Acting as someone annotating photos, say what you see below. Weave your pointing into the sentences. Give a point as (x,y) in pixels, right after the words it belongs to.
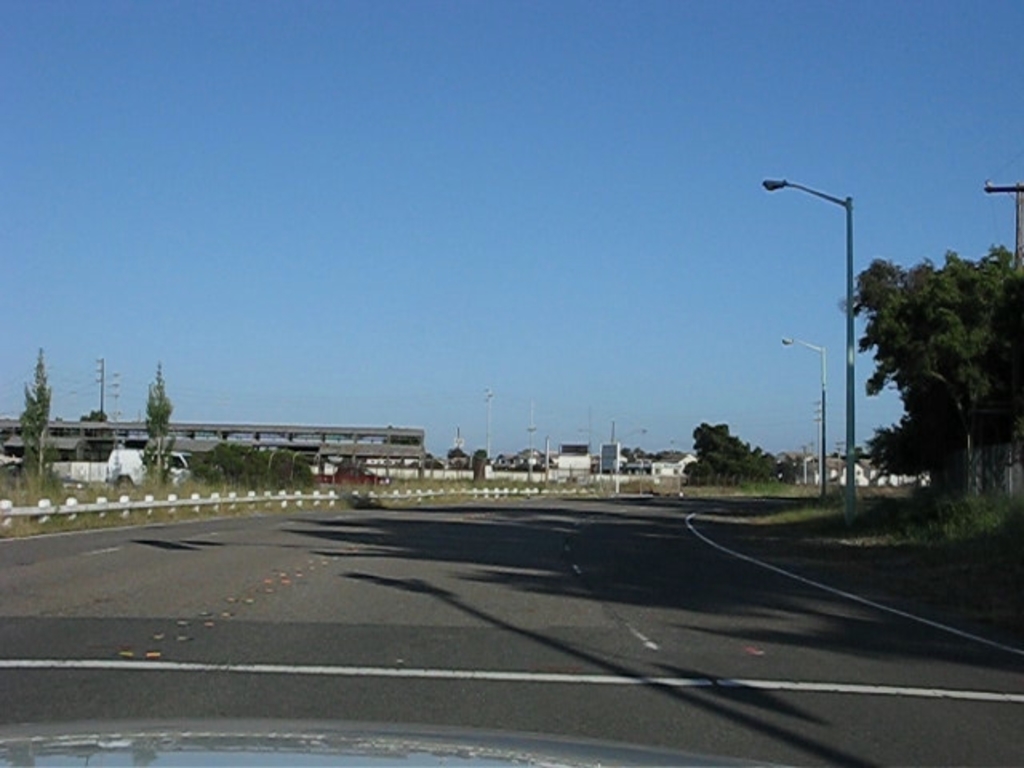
In this image, we can see trees (951,405), plants (981,499), poles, lights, houses (174,428), vehicle (172,465), road (489,524). Background (507,207) there is a clear sky (307,175).
